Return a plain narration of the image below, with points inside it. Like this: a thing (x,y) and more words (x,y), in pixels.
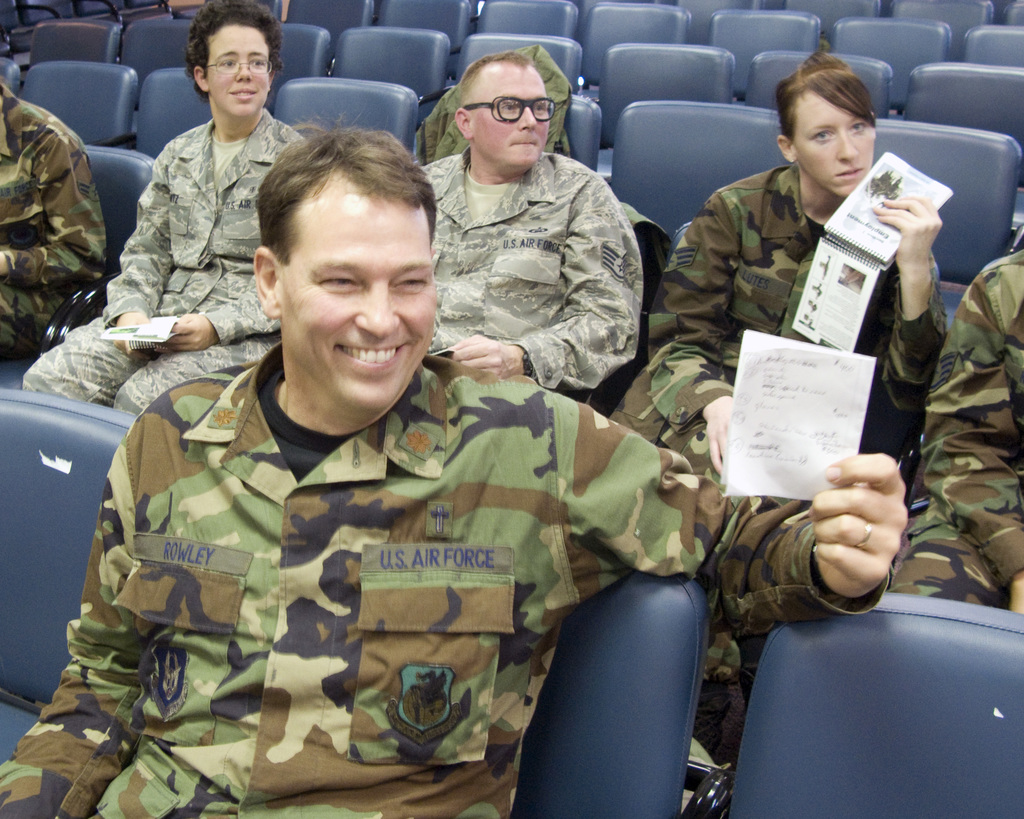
In the picture we can see chairs (812,761) on it, we can see some army men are sitting in the uniforms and in the front (376,778) row also we can see a man (285,235) with army uniform (370,797), he is smiling and holding a bit of paper (737,430).
